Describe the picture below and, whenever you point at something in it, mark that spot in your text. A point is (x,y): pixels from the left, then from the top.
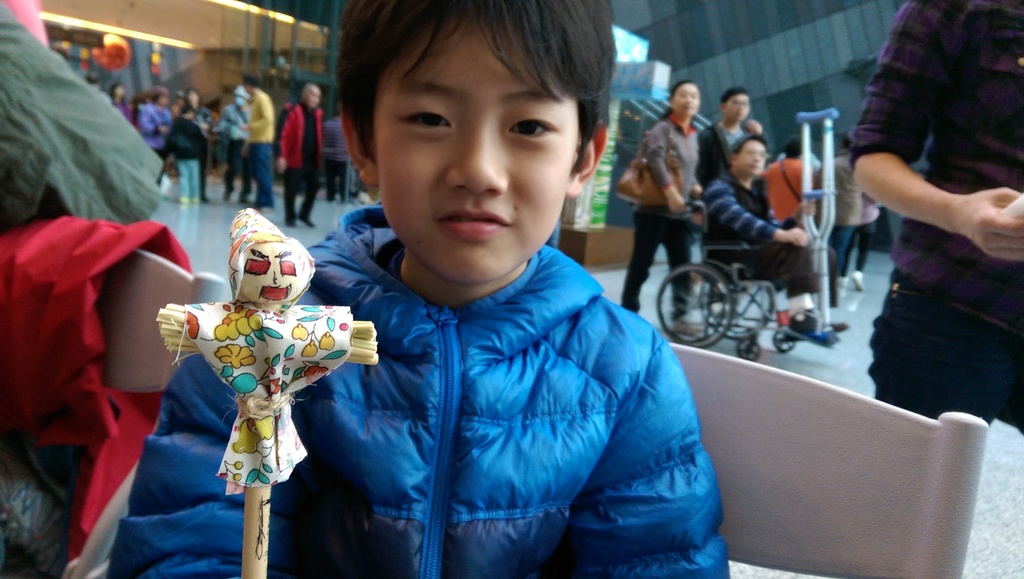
In the picture we can see a boy (623,529) sitting in the chair (944,423) and he is with blue color jacket (654,531) and holding a stick doll (225,468) and beside him we can see another chair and some cloth (83,330) on it and behind him we can see some people (890,90) are walking and one person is in wheel chair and some people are standing and talking to each other and in the background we can see a wall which is not clearly visible.
